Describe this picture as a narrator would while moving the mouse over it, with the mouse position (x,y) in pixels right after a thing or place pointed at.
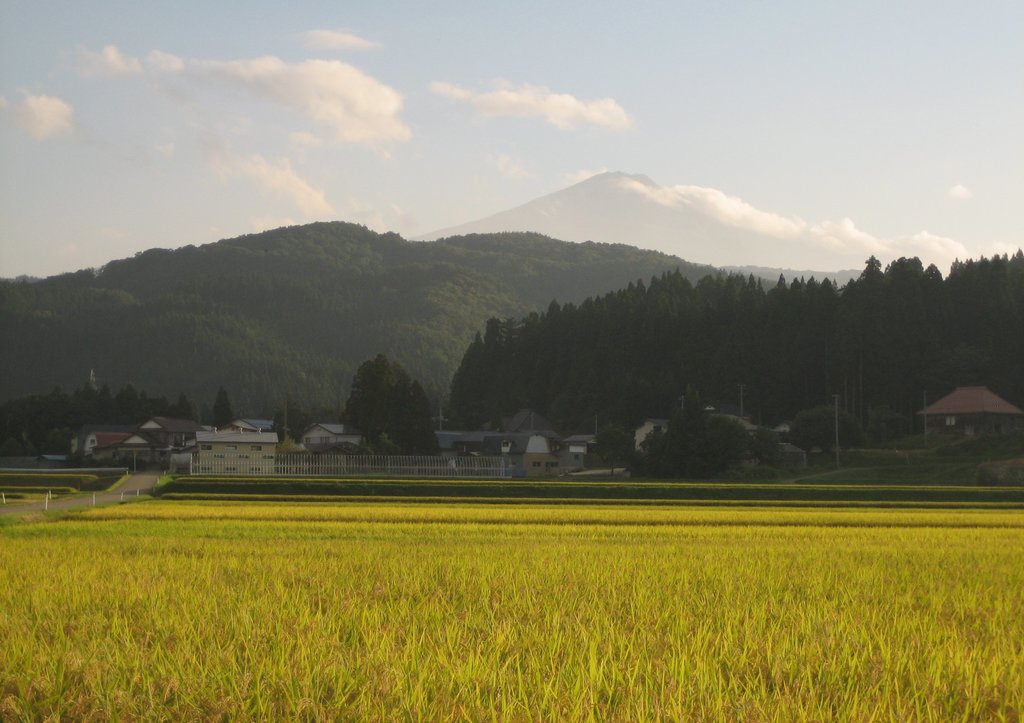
In the foreground of the picture (310,500) we can see crops (296,510). In the middle of the picture (543,363) there are trees (730,435) and buildings (990,405). In the background (275,307) there are hills (351,282) covered with trees (382,260). At the top (466,211) it is sky (768,99).
